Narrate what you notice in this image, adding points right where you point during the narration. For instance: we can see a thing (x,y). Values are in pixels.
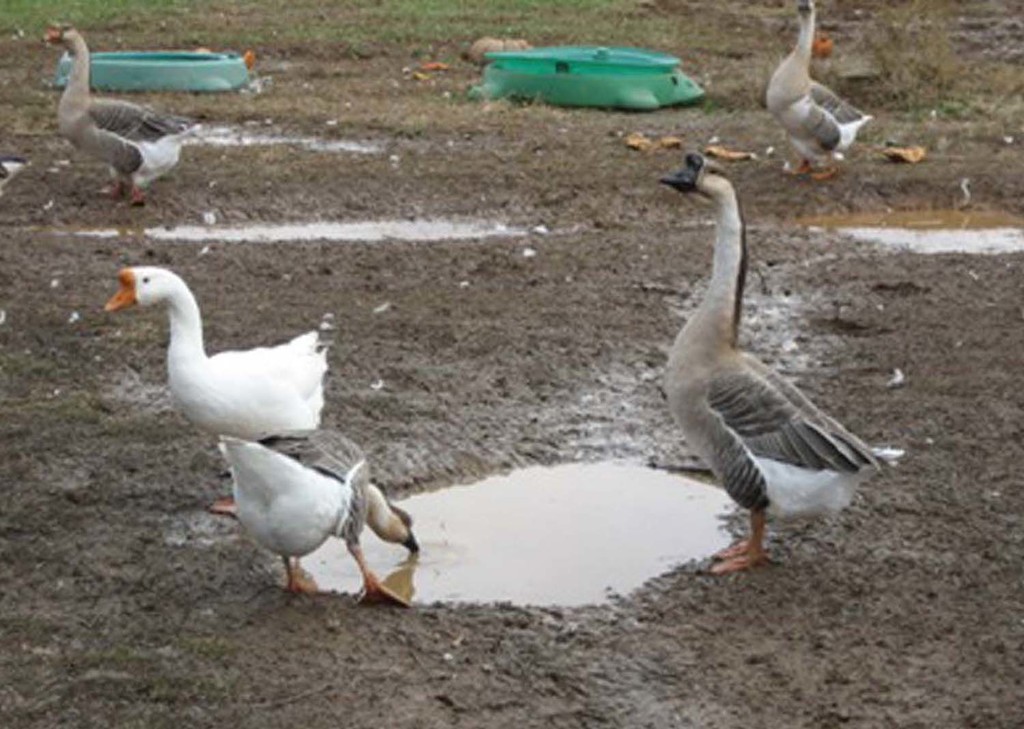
In this image we can see geese (373,510) on the ground (161,620).
